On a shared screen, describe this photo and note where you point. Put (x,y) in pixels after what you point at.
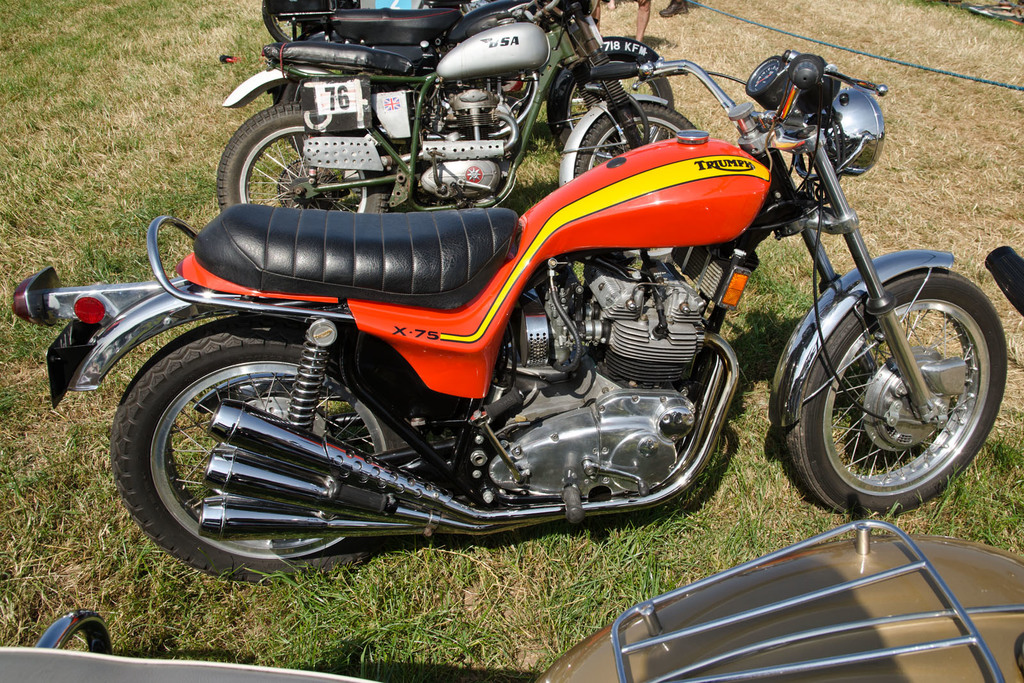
To the bottom of the image (681,651) there is a bike (624,635). Behind the bike (650,636) there is another bike (360,279) with orange color is on the ground (170,559). Behind that bike (372,491) there are few bikes (393,117) to the top of the image (242,131). To the top right of the image (736,16) there is a rope (986,80) on the grass (920,45).
